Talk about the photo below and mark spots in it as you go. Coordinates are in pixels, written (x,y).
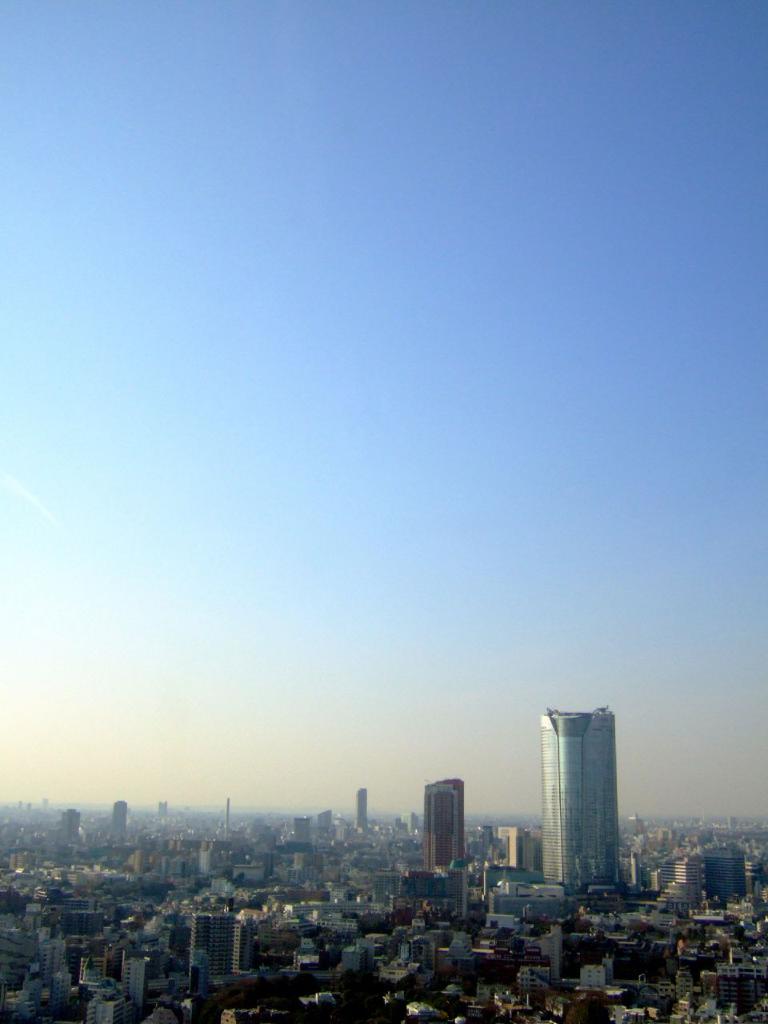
In this picture we can see buildings (402,823) and in the background (315,489) we can see the sky (426,610).
